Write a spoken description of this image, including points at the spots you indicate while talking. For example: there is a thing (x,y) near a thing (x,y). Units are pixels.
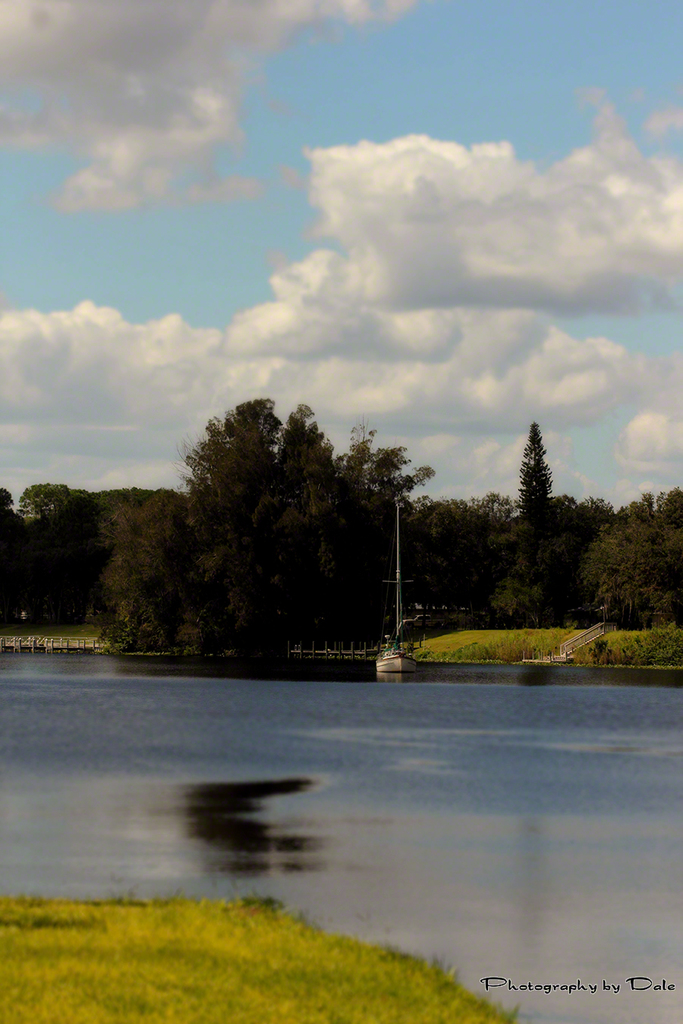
In this image we can see a boat (401,600) in a large water body (409,800). We can also see some grass (331,949), plants (625,638), a group of trees (422,598), a pole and the sky (339,329).
